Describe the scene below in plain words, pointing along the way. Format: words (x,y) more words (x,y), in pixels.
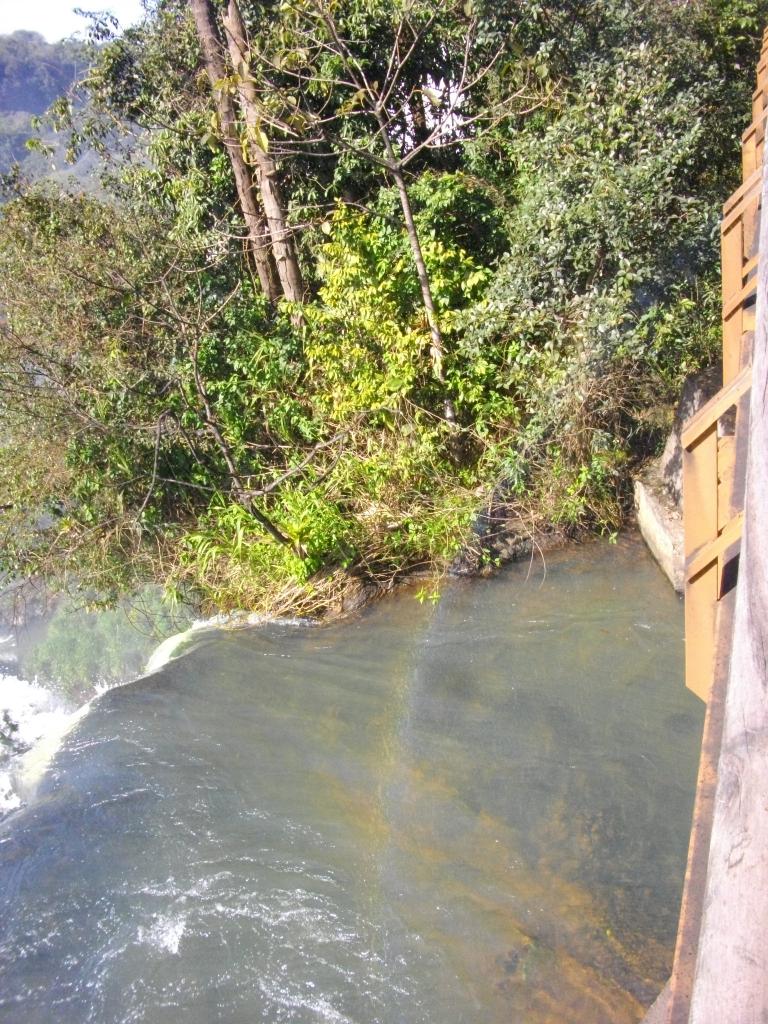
In this image I can see water (425,782), trees (505,151) and object (765,354).
